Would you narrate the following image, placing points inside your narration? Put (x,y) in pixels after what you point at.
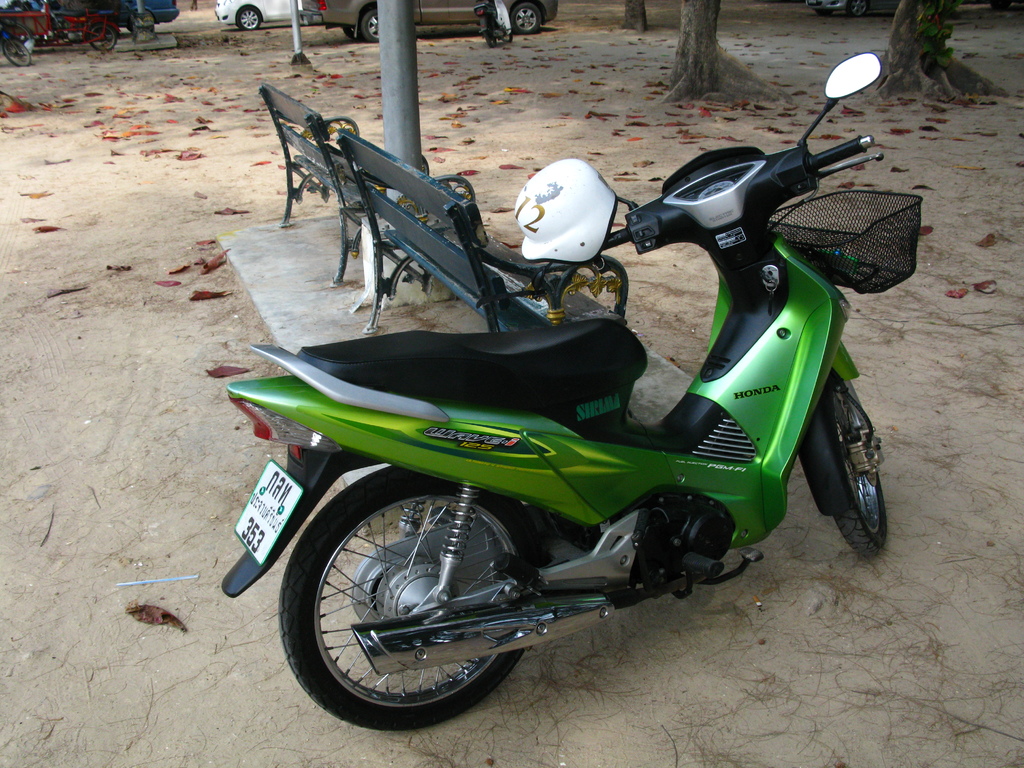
In the center of the image (495,338), we can see a bike (524,392) and in the background (369,180), there are tree trunks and we can see benches (319,135), bicycles (92,25) and some vehicles (311,10) on the road (549,122).
